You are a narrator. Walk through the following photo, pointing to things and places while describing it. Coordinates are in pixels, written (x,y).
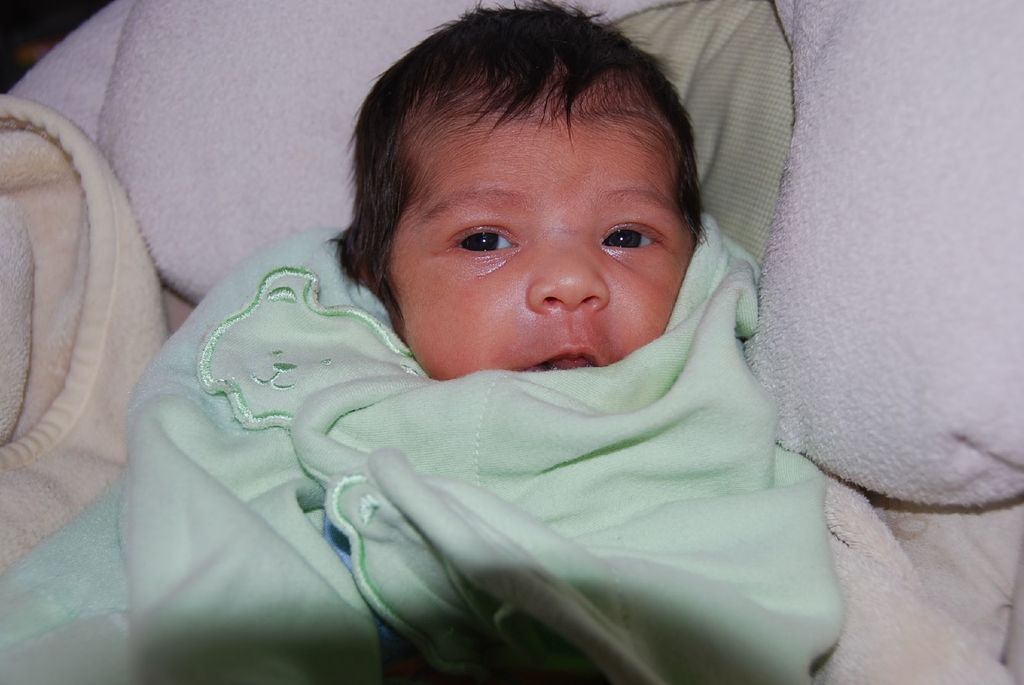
In this image we can see a baby (487,248) lying on the blanket (246,153).
